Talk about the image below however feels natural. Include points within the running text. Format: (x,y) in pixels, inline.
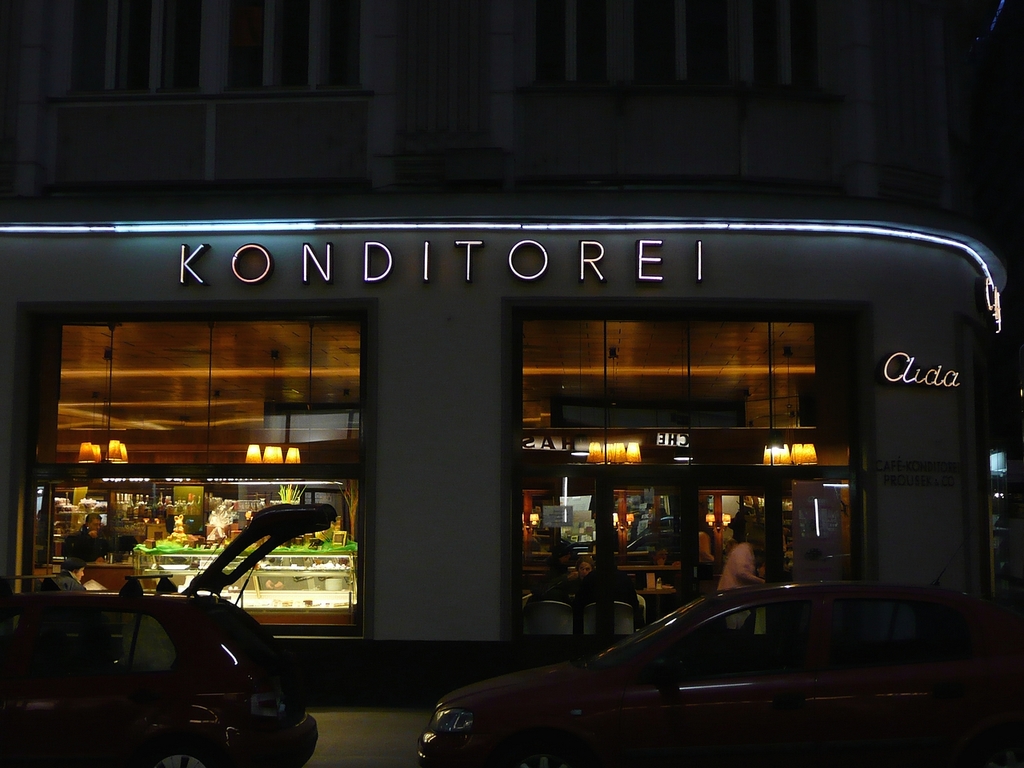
In this picture we can see vehicles (601,692) on the road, beside this road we can see a building (472,605), here we can see people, name boards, lights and some objects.
